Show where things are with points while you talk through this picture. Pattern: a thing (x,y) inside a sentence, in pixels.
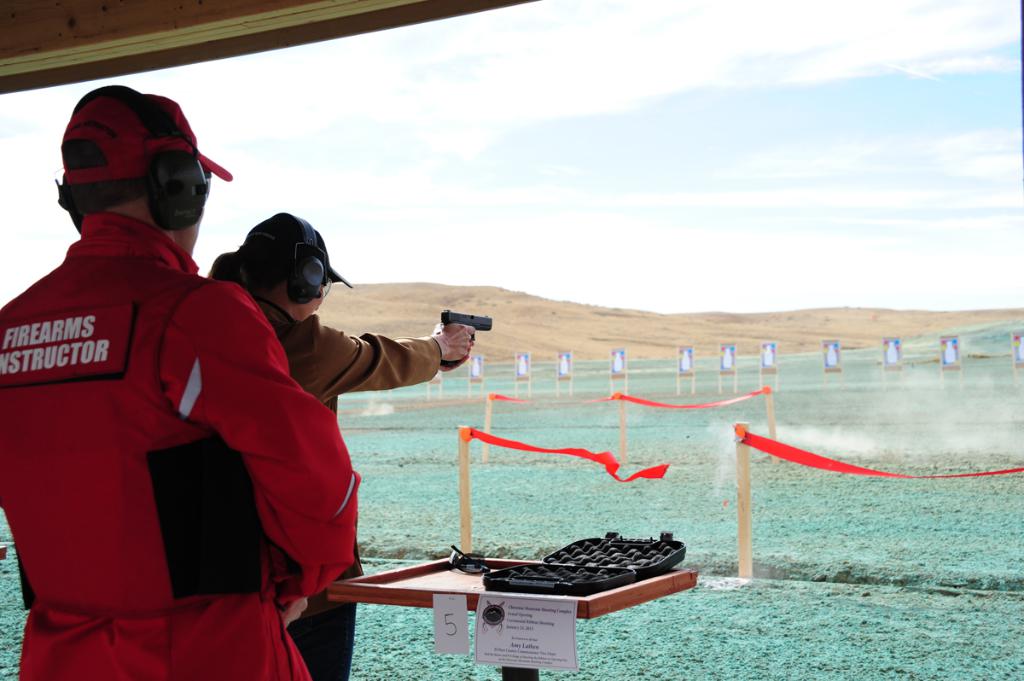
On the left side of the image (277,661) we can see a man (277,575) standing. He is wearing a red dress (80,391) before him there is a woman (367,342) standing and holding a gun (476,323) in her hand (467,333). At the bottom (470,508) there are sticks (485,456) and ribbons (584,453). In the background (702,334) there are boards (524,364), hill (671,339) and sky (739,252). We can see a table (399,571) and an object (543,589) placed on the table (428,569).
